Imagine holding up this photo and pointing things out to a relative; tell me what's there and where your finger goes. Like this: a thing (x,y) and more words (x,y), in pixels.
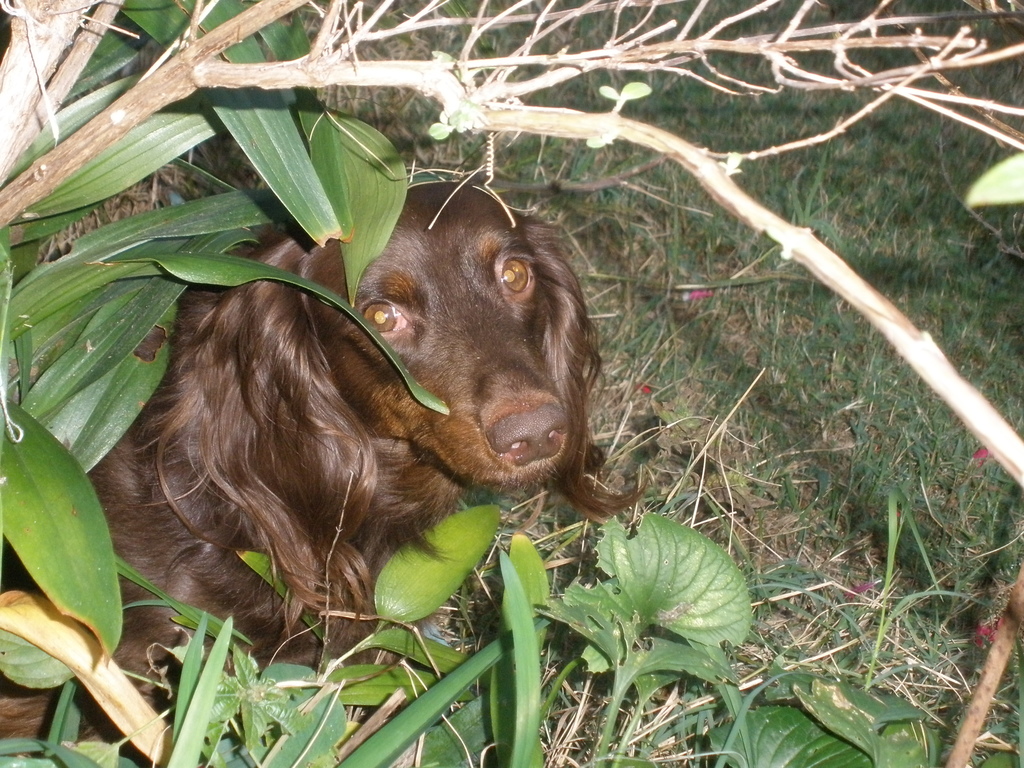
This is the dog (269,459), which is brown in color. Here is the grass (916,448). This looks like a tree (105,175) with branches (133,122) and leaves (246,271). I can see the small plants (897,706).
